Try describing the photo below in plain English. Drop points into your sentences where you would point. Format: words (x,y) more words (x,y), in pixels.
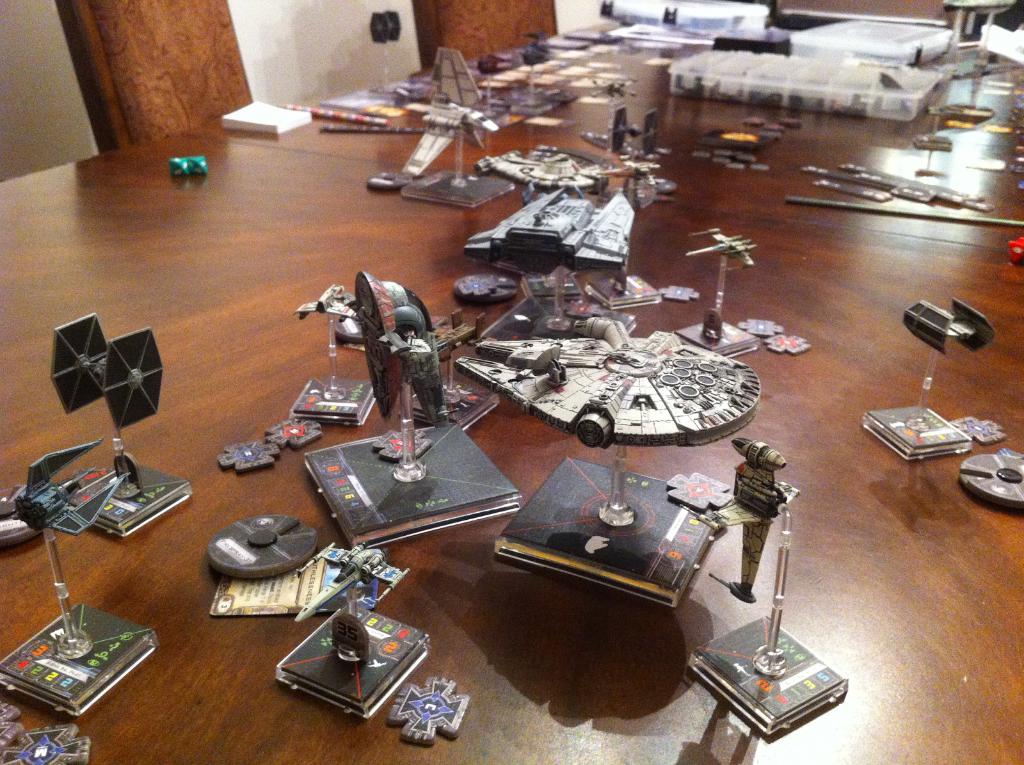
In this picture we can see a few toy spaceships (540,54) and other objects (1018,252) on the tables (219,236). There are chairs (488,40) and a wall (303,5) in the background (98,35).
